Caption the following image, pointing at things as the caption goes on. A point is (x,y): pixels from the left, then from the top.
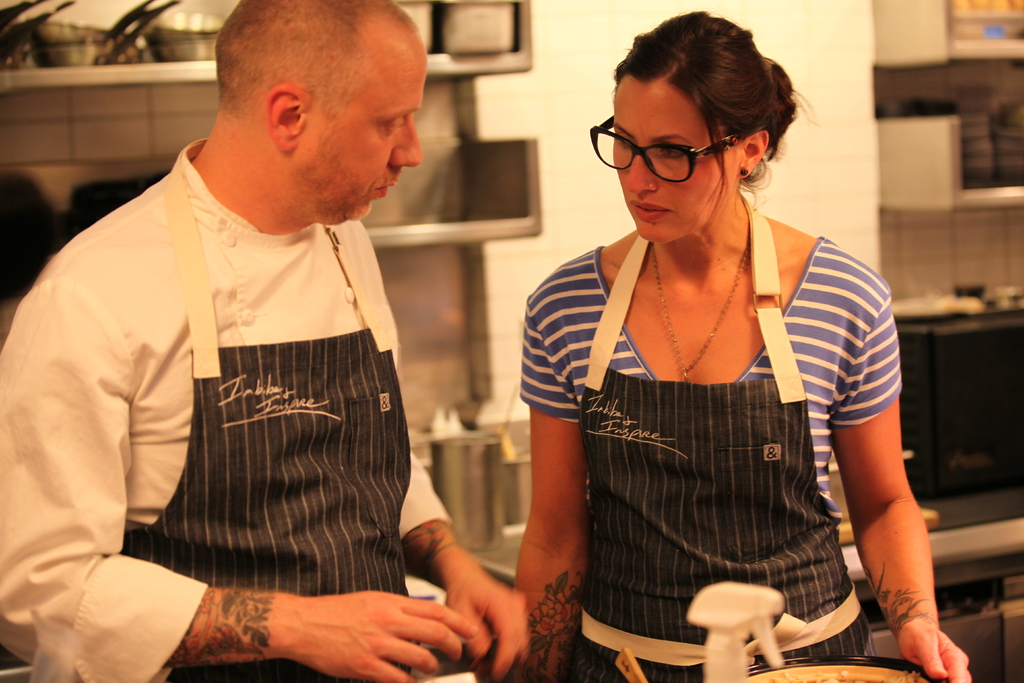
There is a man (338,316) and a woman (668,389) wearing aprons (624,496). Woman (641,460) is also wearing a specs (681,168). In the back (474,173) there are racks (477,67). In that racks (486,170) there are vessels (155,28).
